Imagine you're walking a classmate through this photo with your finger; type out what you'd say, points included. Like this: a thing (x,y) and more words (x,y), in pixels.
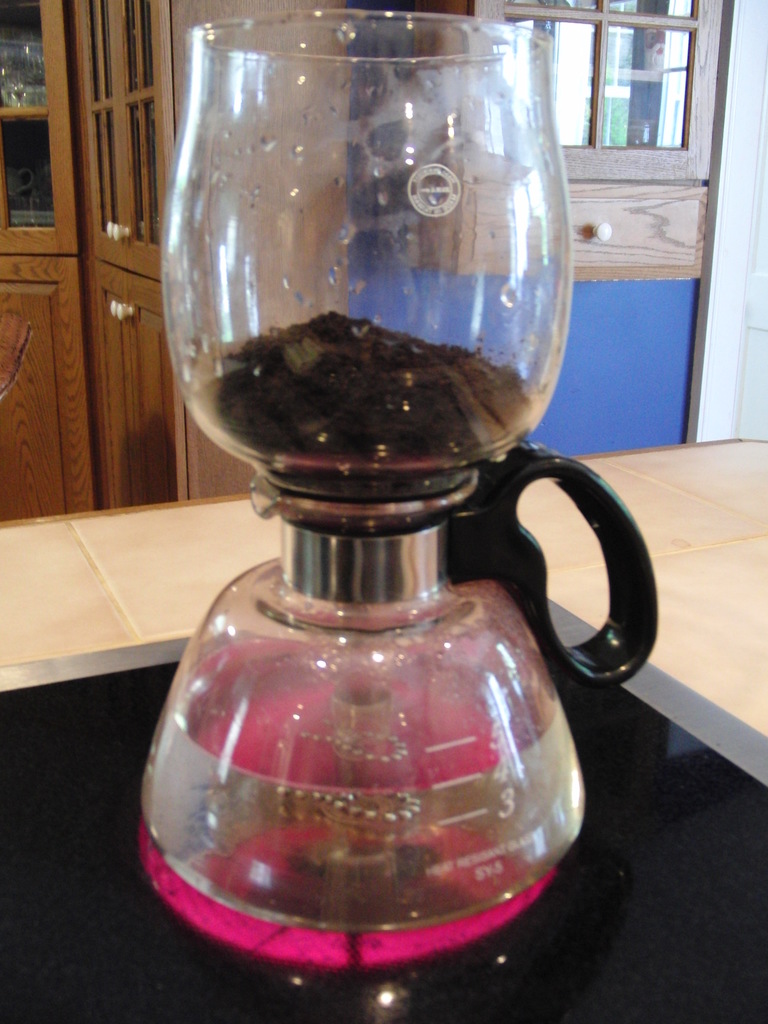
In the image we can see the vacuum coffee maker (488,296) kept on the black surface (579,927). Here we can see countertop (121,605), door (589,126) with glass windows (43,208).
